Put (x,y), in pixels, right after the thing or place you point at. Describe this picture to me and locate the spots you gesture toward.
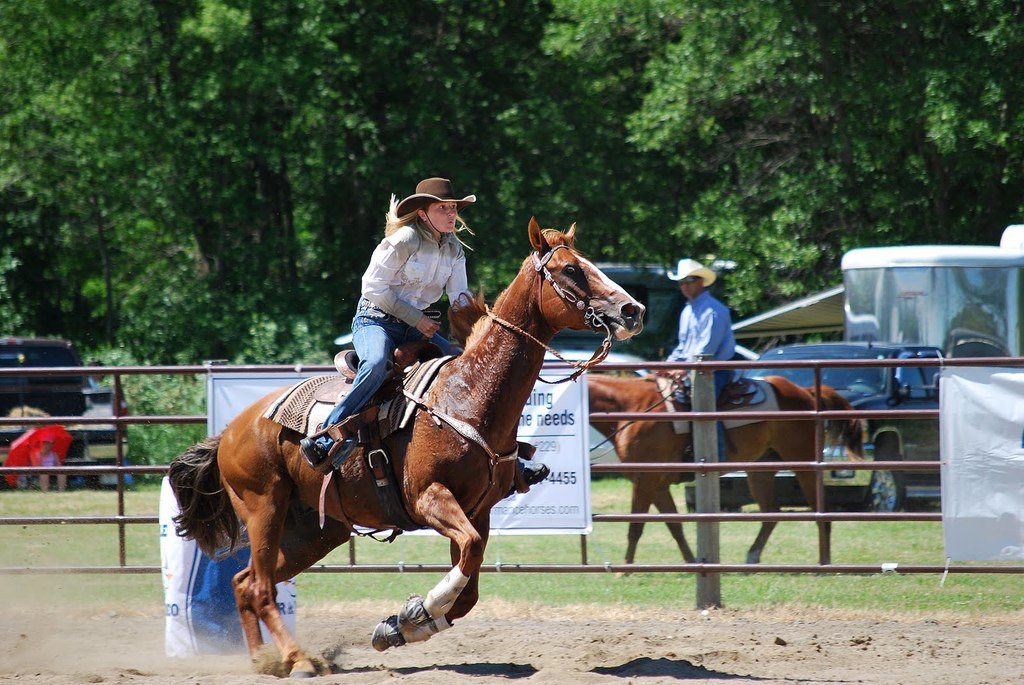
Here we can see two persons (721,380) on the horse (492,446). This is grass (46,544). Here we can see some vehicles (885,314). On the background (795,172) there are trees (737,169) and this is banner (568,444).
